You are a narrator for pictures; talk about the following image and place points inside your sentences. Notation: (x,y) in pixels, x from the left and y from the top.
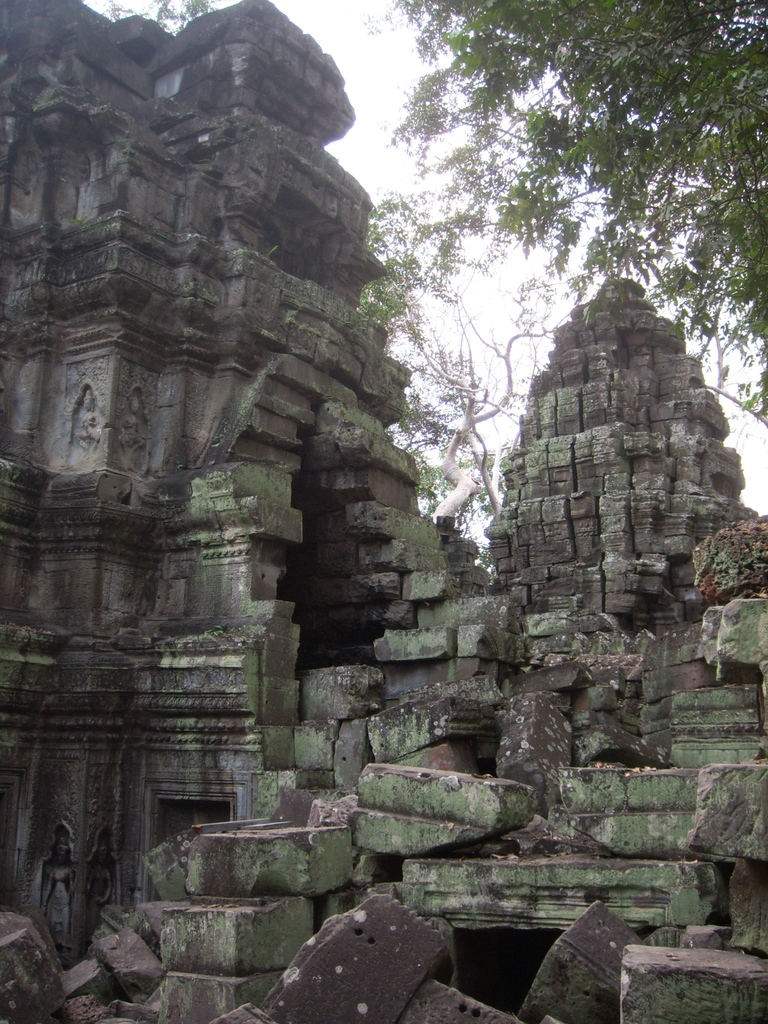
In the center of the image (277,652), we can see an old temple (413,624) and in the background (586,86), there are trees (619,133).
